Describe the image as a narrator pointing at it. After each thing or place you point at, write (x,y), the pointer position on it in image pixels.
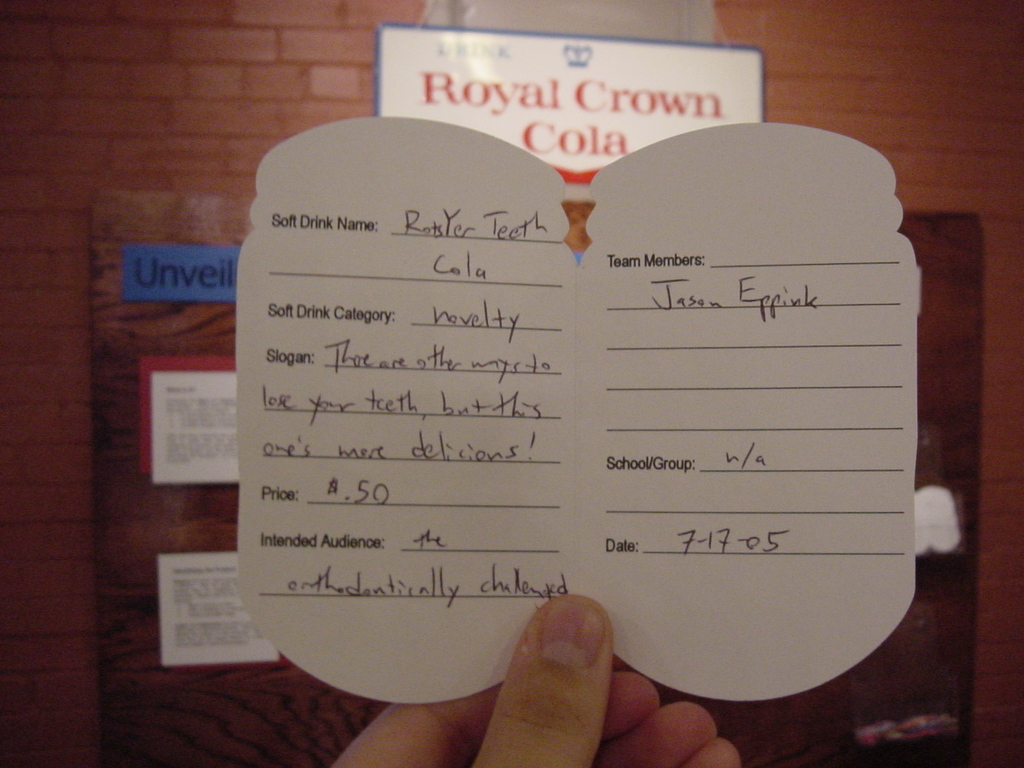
In this picture we can see a person (442,751) holding a card (528,189). There is a text (361,591) written on this card (434,457). We can see a few boards (430,90) and some text (600,85) is written on these boards (666,63). These boards (695,63) are visible on the brick wall (1022,428).
